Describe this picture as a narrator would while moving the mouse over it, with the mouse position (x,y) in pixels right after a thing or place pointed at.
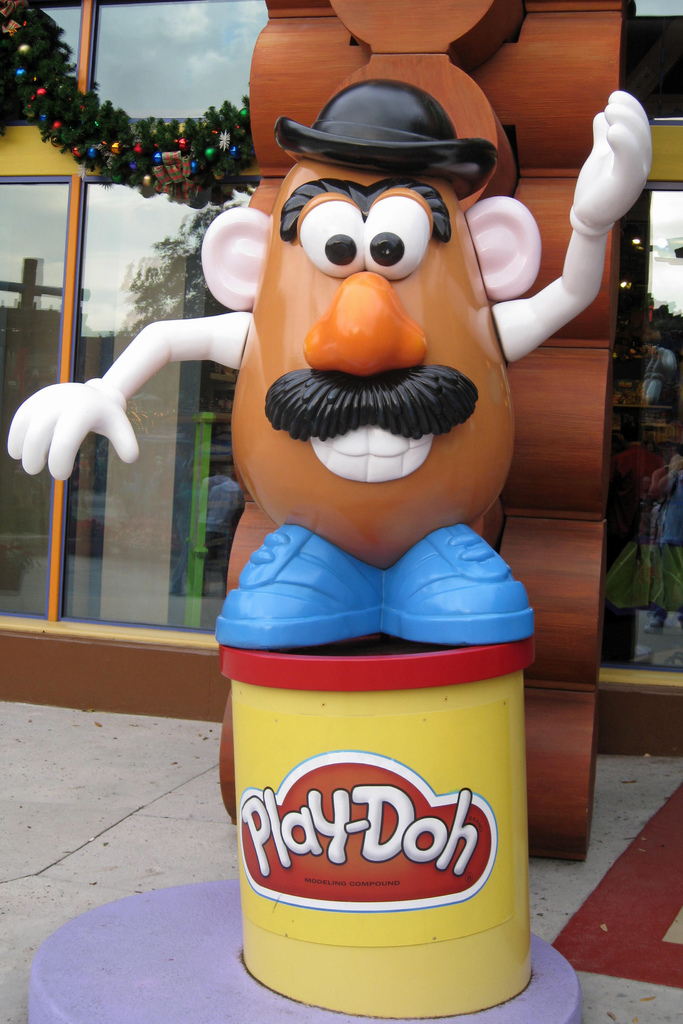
This picture shows a building (303,119) and we see a cartoon toy (349,472) on the sidewalk (105,792) and we see decoration (127,150) to the glass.
